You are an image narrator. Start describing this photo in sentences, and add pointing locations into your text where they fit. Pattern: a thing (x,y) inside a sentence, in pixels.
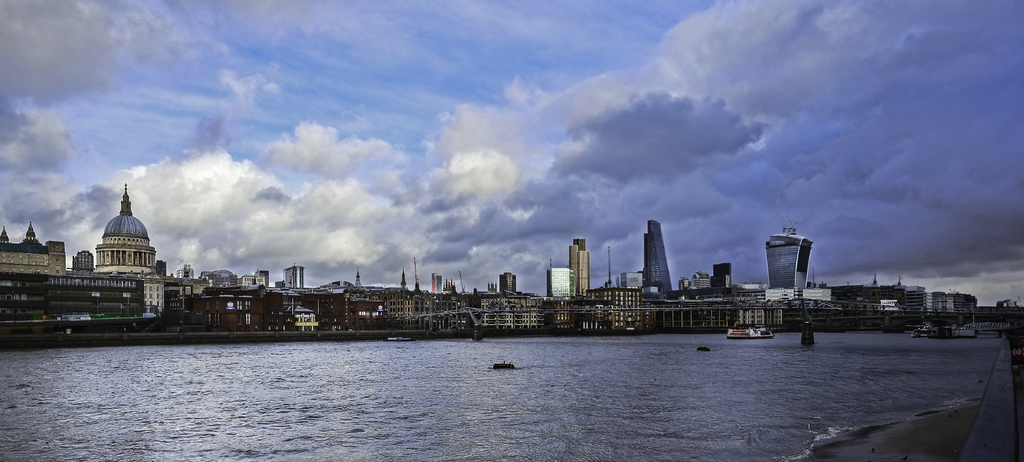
In this image, we can see a beach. There are some buildings (547,298) in the middle of the image (595,302). There are clouds (623,142) in the sky (543,120).
